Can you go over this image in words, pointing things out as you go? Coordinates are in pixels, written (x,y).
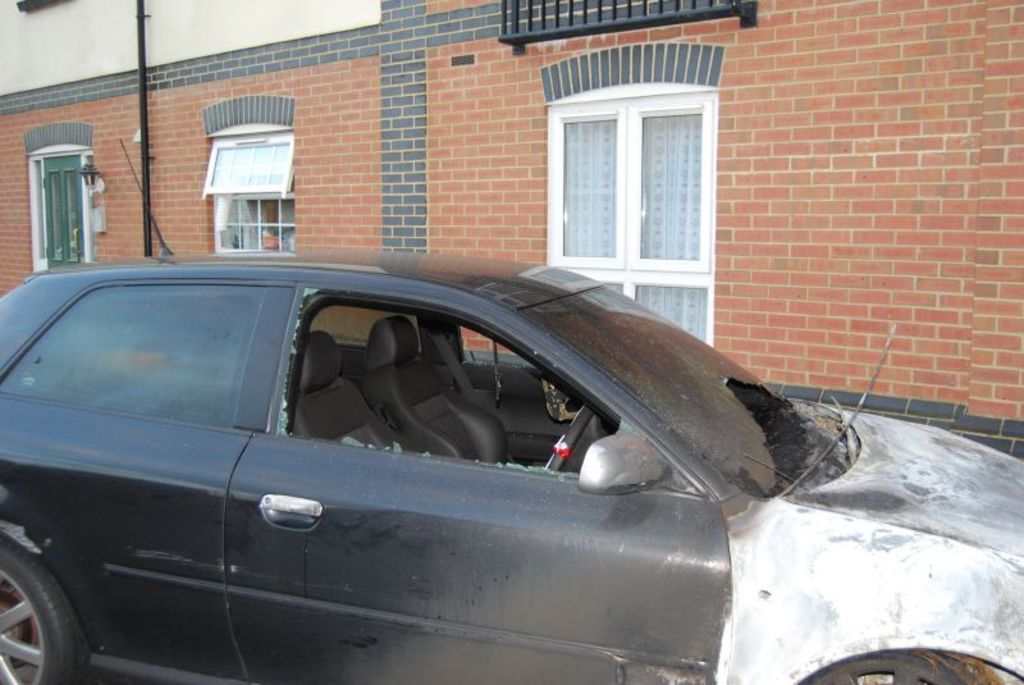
Building (386,202) with windows (267,169). In-front of this building (247,15) there is a pole (139,32) and black vehicle (677,432).
